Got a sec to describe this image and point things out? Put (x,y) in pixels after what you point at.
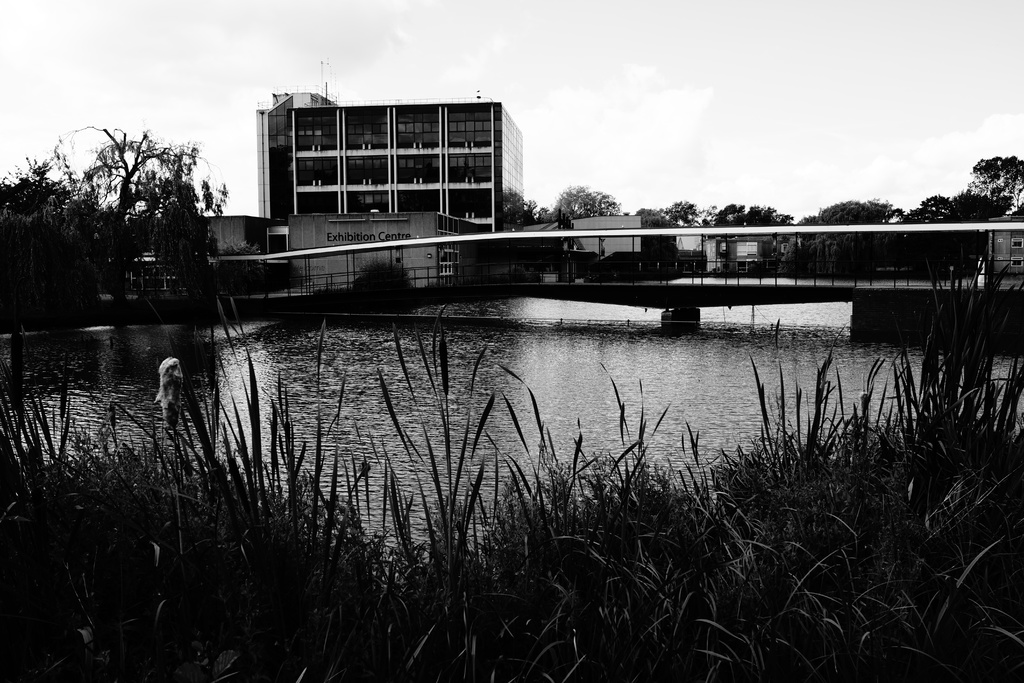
Front side of the image we can see grass (422,622) and we can see water (463,339) and bridge (445,281). Background (414,250) we can see buildings (427,189), trees (100,254) and sky (613,98).
